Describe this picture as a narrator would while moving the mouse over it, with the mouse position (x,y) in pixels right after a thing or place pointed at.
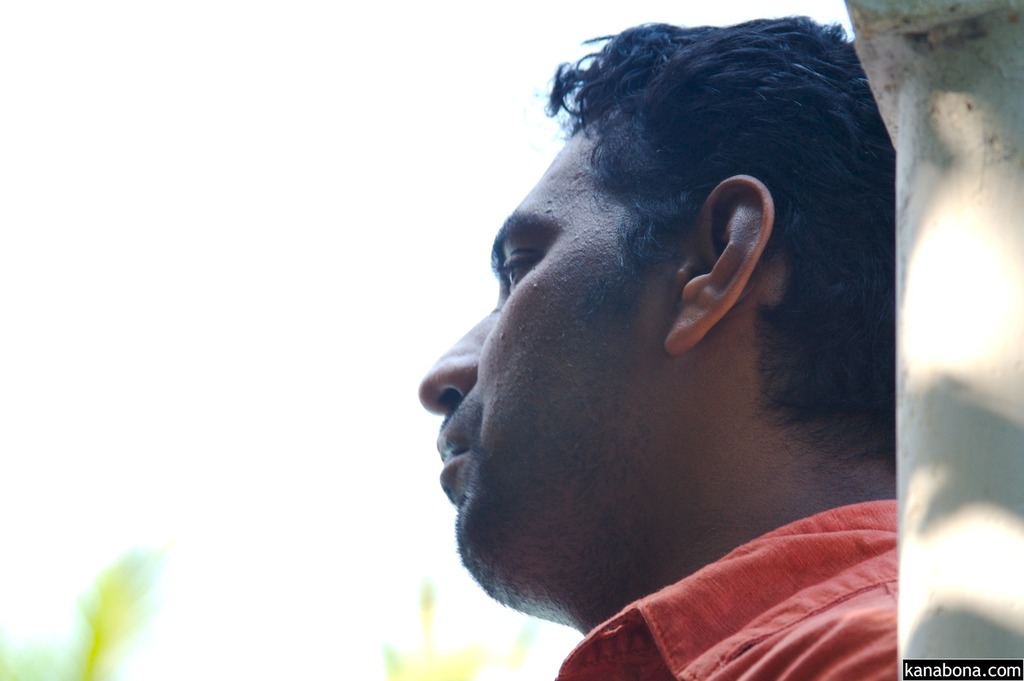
In this image we can see there is a person (686,416) looking at the left side of the image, behind him there is like a wall (974,585). The background (307,590) is blurred.
